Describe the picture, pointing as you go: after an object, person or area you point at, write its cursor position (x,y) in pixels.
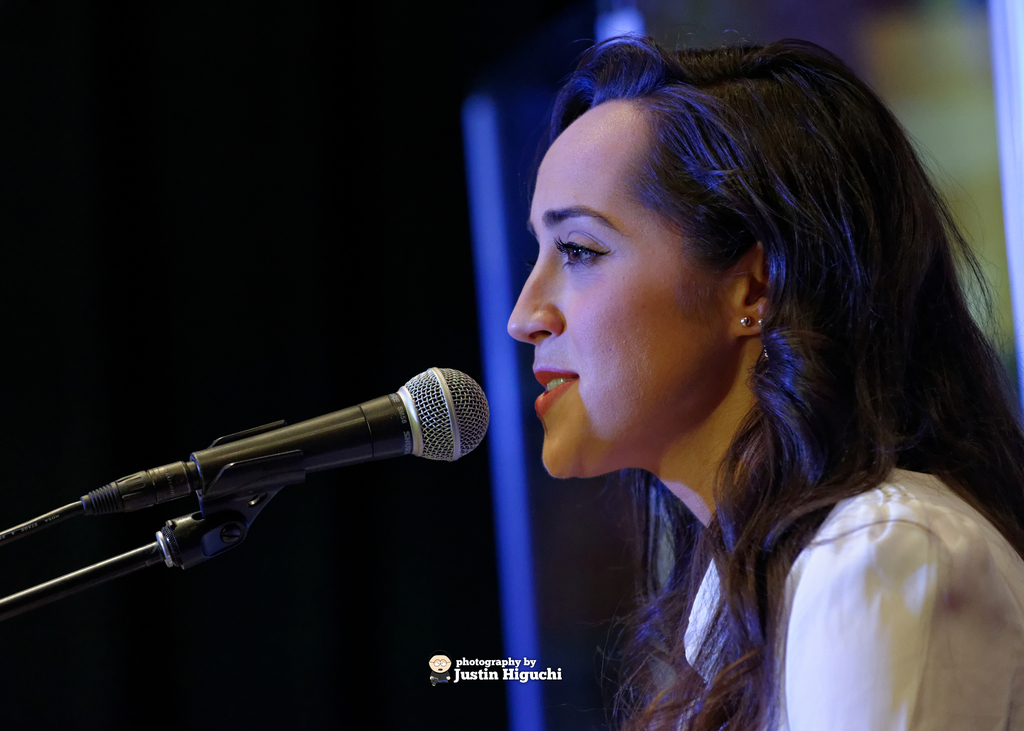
There is a woman (782,379), in front of her we can see microphone (152,561). In the background (174,589) it is dark. At the bottom of the image (476,675) we can see text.
